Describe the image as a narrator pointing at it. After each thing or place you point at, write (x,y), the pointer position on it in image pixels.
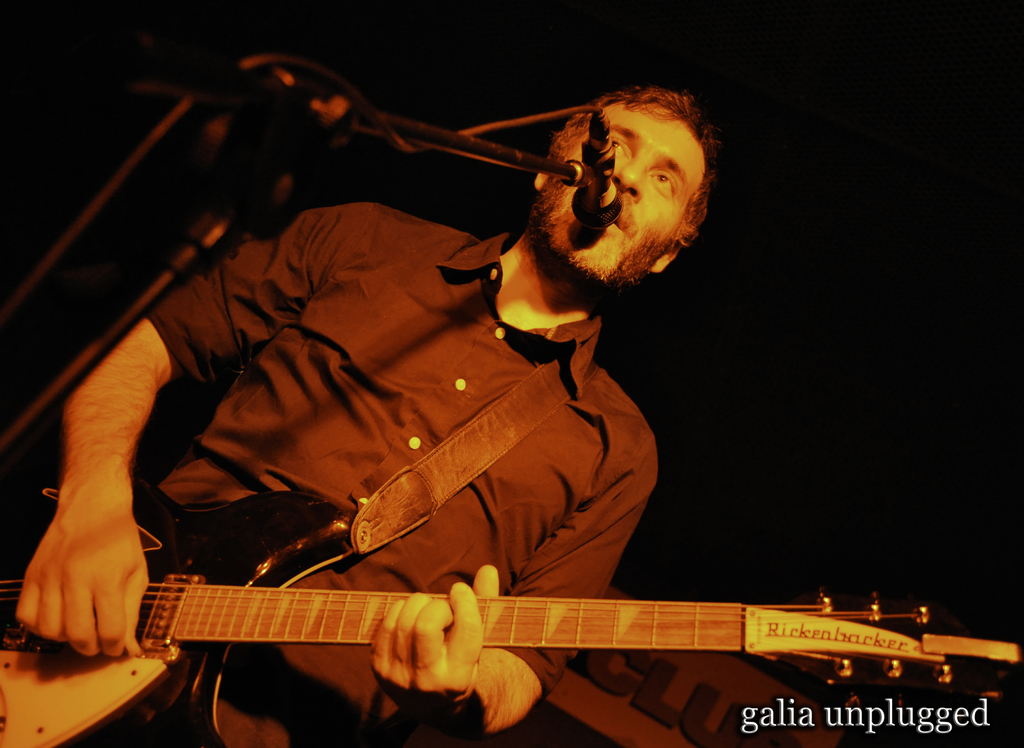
In the image we can see there is a person (521,308) who is standing and holding guitar (272,572) in his hand (24,615) and in front of him there is mic (612,213) with a stand (475,151).
